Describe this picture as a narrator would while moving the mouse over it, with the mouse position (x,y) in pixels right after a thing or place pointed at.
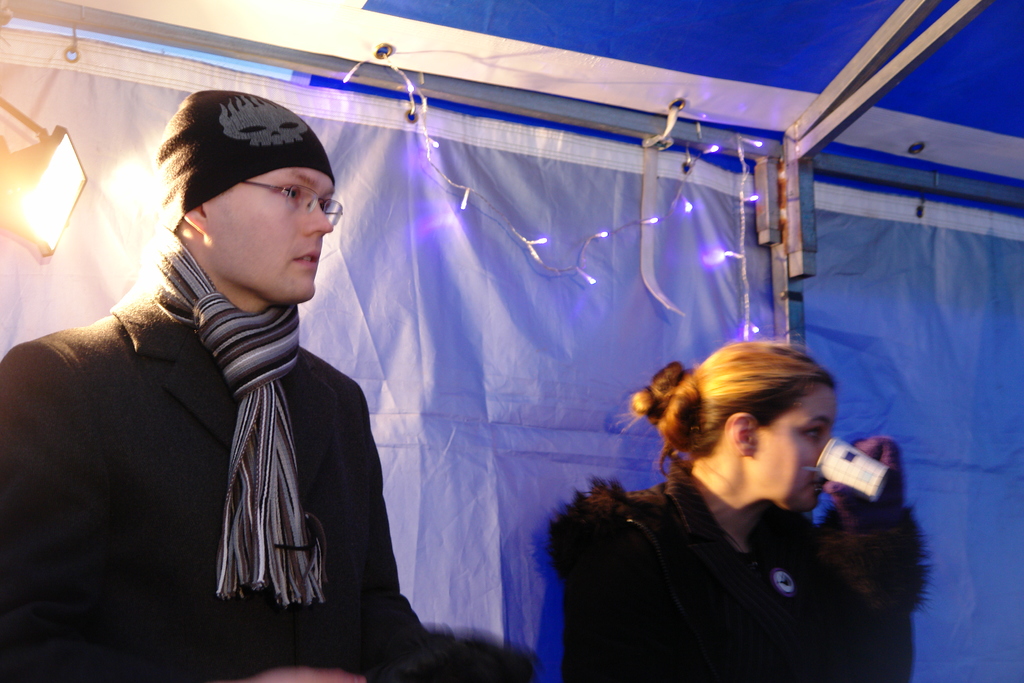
In the center of the image (672,422) we can see two persons (721,565) are in different costumes (697,571). Among them, we can see one person (732,577) is holding some object (859,482) and the other person (177,586) is wearing a hat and glasses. In the background (392,368), we can see sheets (464,175), lights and some objects (796,246).
